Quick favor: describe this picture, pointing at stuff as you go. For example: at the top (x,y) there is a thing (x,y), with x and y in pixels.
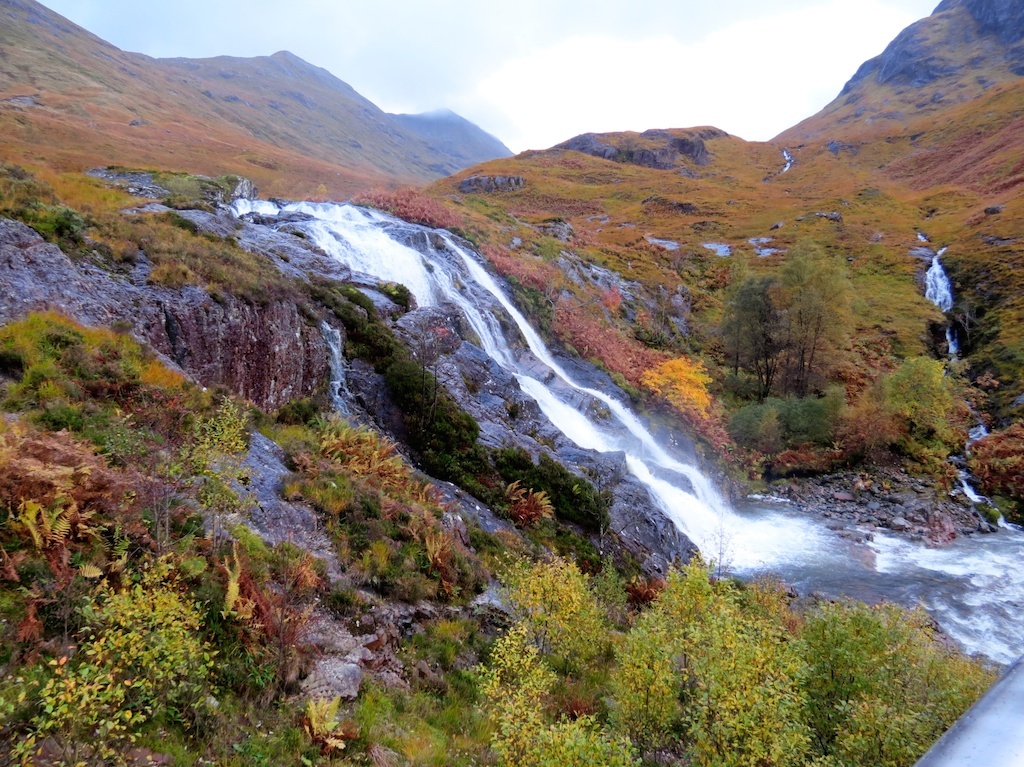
As we can see in the image there are hills (473,245), water (441,258), plants (355,290) and sky (566,31).
